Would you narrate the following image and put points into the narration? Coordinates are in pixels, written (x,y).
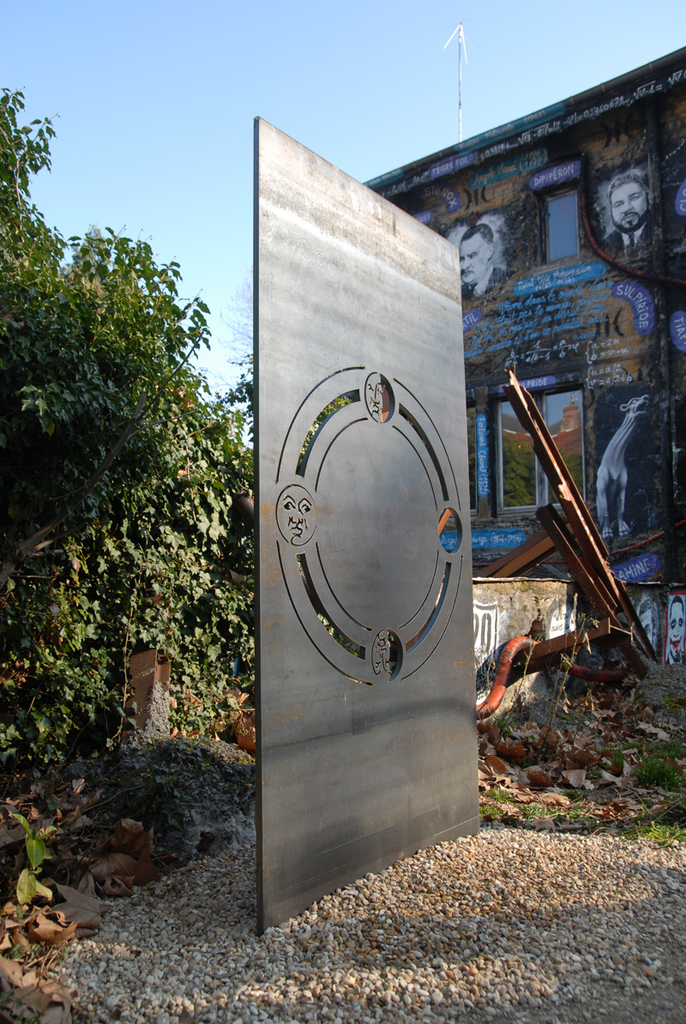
In the center of the image (324,522) a board (389,461) is there. On the right side of the image (515,470) we can see building (609,425), windows (564,450), rods (559,461), wall (519,598), pipe (617,674). On building (602,298) we can see some pictures (636,406) and some text (587,310). On the left side of the image (171,480) we can see some trees (130,460). At the bottom of the image (187,953) we can see some stones (474,873) and dry leaves (483,804), grass (636,776). At the top of the image (275,78) there is a sky (322,112).
